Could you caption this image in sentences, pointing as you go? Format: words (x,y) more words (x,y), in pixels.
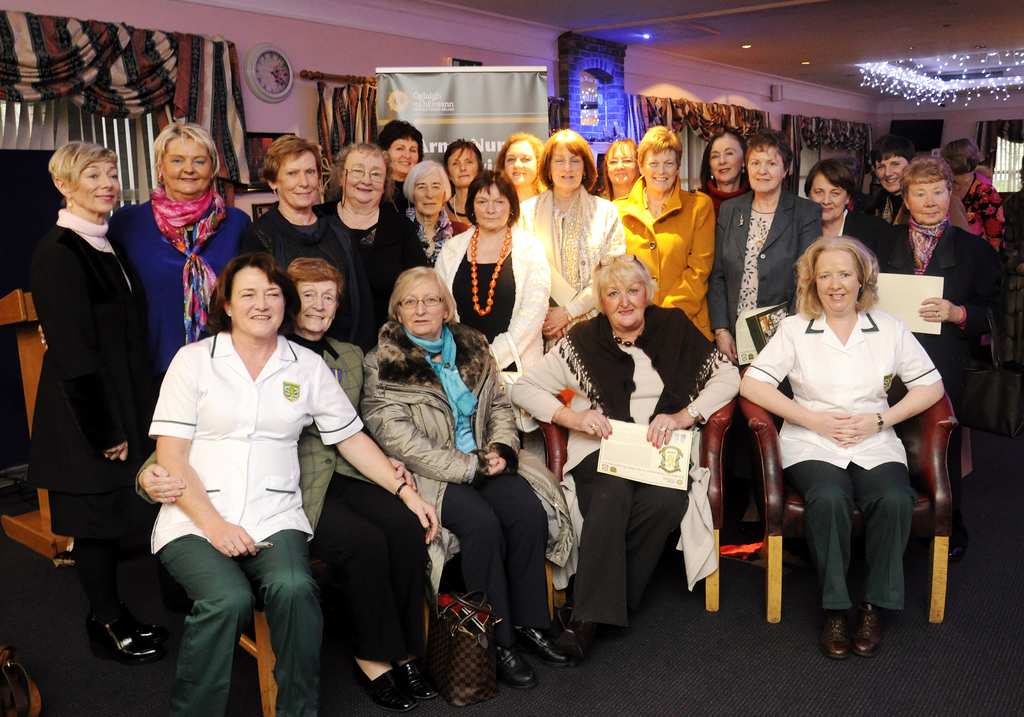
In this image, in the foreground (561,435) there are five women (578,435), they are sitting. In the middle (680,273) there are many women (509,206), they are standing. In the background (268,53) there are posters (457,94), curtain (357,95), clock (282,94), windows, lights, floor (998,460) and a wall (696,78).
